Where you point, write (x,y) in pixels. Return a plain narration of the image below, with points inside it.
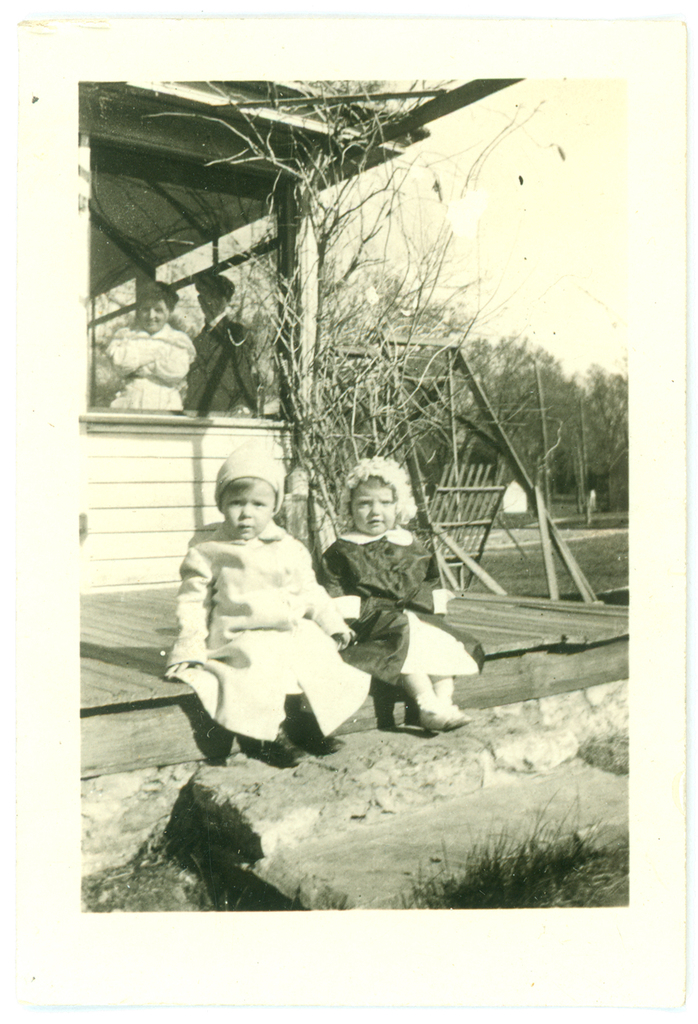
In this image in the front (327,642) there are kids (342,631) sitting. In the background (417,411) there are trees (469,396) and there are persons (201,356) standing. There is a wooden shelter (153,256) and there is grass (564,566) on the ground (601,578).
